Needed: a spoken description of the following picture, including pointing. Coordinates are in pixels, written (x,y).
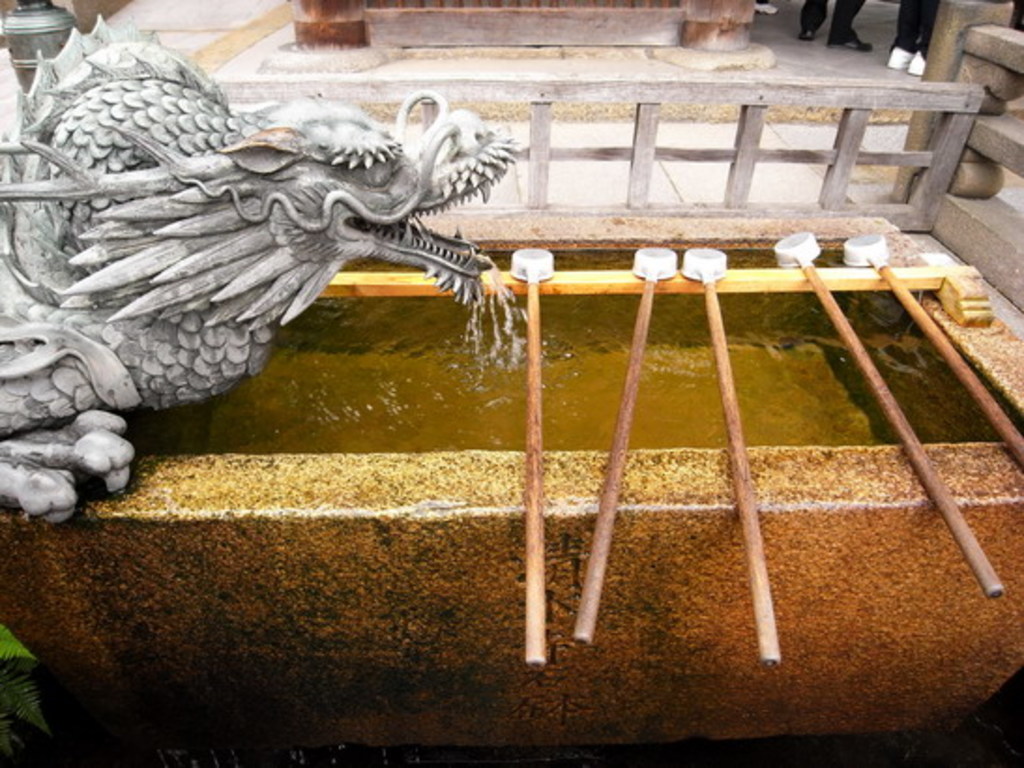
In this picture there is a statue (46,94) of an animal (45,222) and there are objects (764,604) on the wall (763,693). At the bottom (250,755) there is water (680,358). At the back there are group of people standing behind the railing (607,87). At the bottom left (23,649) there is a plant (32,659). At the back (540,52) it looks like a house (561,26).
